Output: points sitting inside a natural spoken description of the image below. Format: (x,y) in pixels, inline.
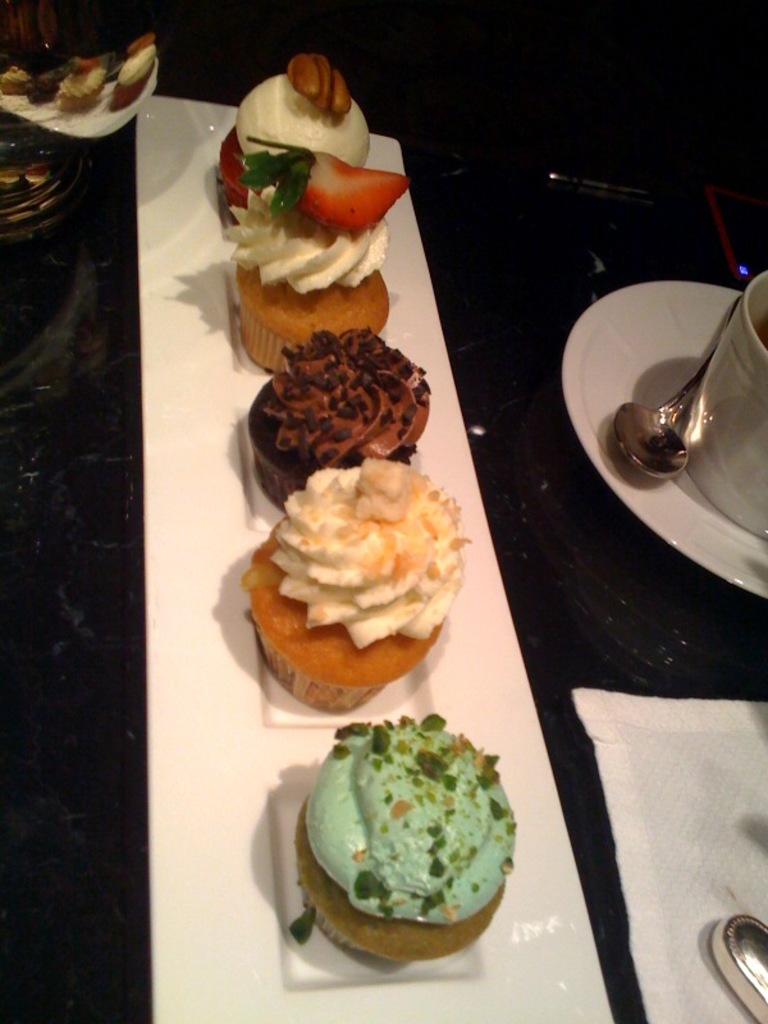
In this image we can see different type of cakes (321,870) are plated in a white color plate (191,198). Right side of the image (667,498) one white color plate (678,367), one bowl (696,433) and spoon (677,455) is present. Bottom of the image (689,859) one napkin (728,838) is there.
